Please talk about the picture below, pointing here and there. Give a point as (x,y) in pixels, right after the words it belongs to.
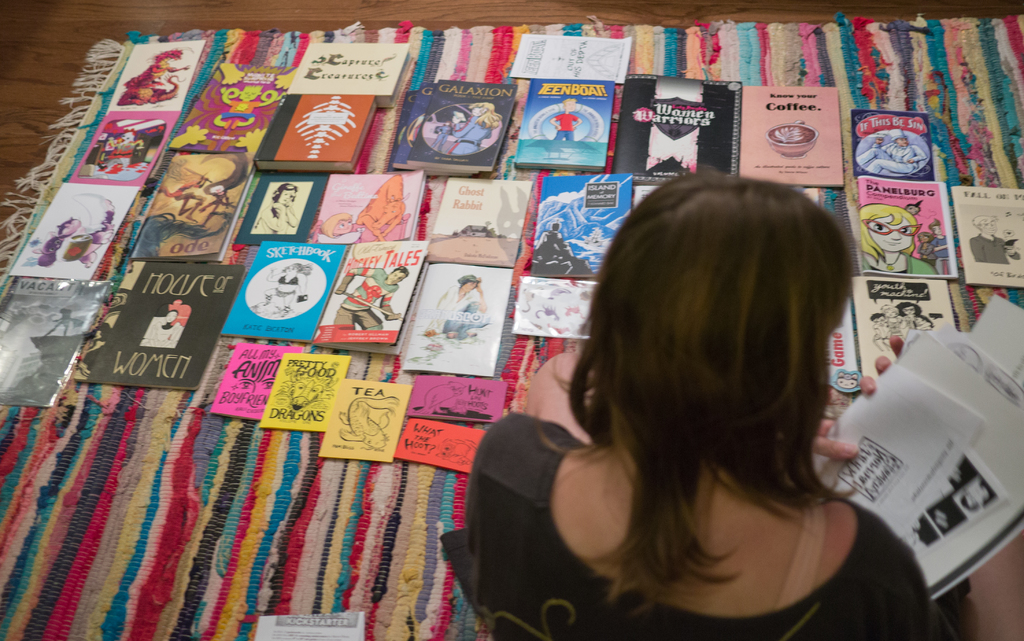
In this image I can see a woman (740,447) holding few papers (957,415) in her hands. I can see few books (152,266) on the carpet (13,500).
